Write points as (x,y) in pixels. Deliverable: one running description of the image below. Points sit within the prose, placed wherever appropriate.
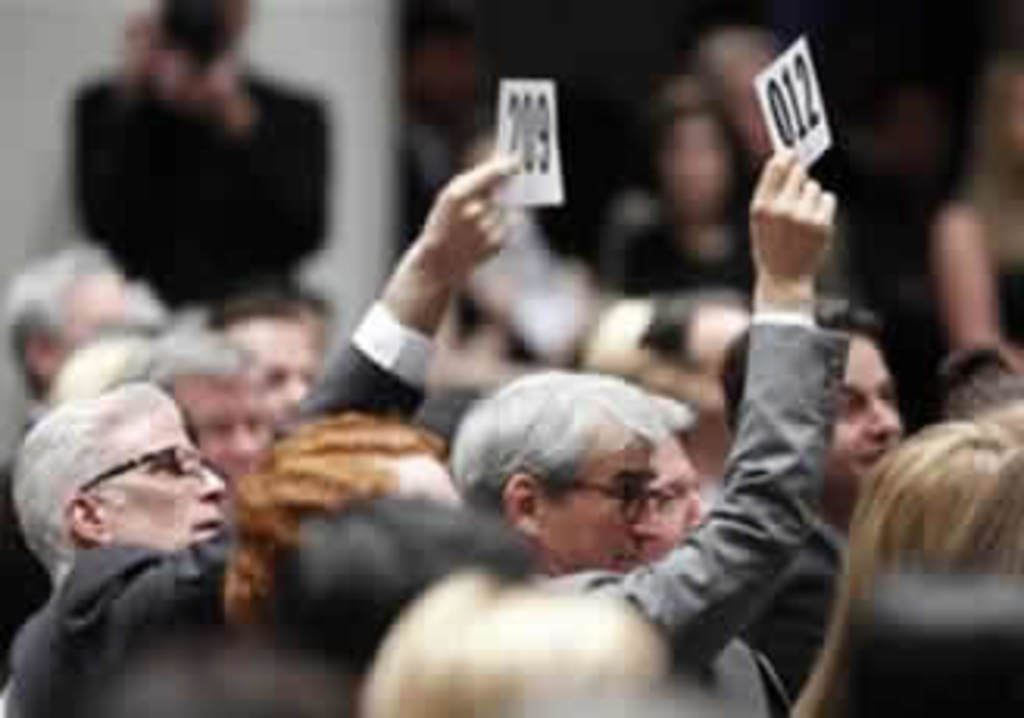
In this image I can see group of people (509,319) standing. I can also see two persons (507,455) holding a paper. Background (365,22) I can see wall (351,174) in white color.
